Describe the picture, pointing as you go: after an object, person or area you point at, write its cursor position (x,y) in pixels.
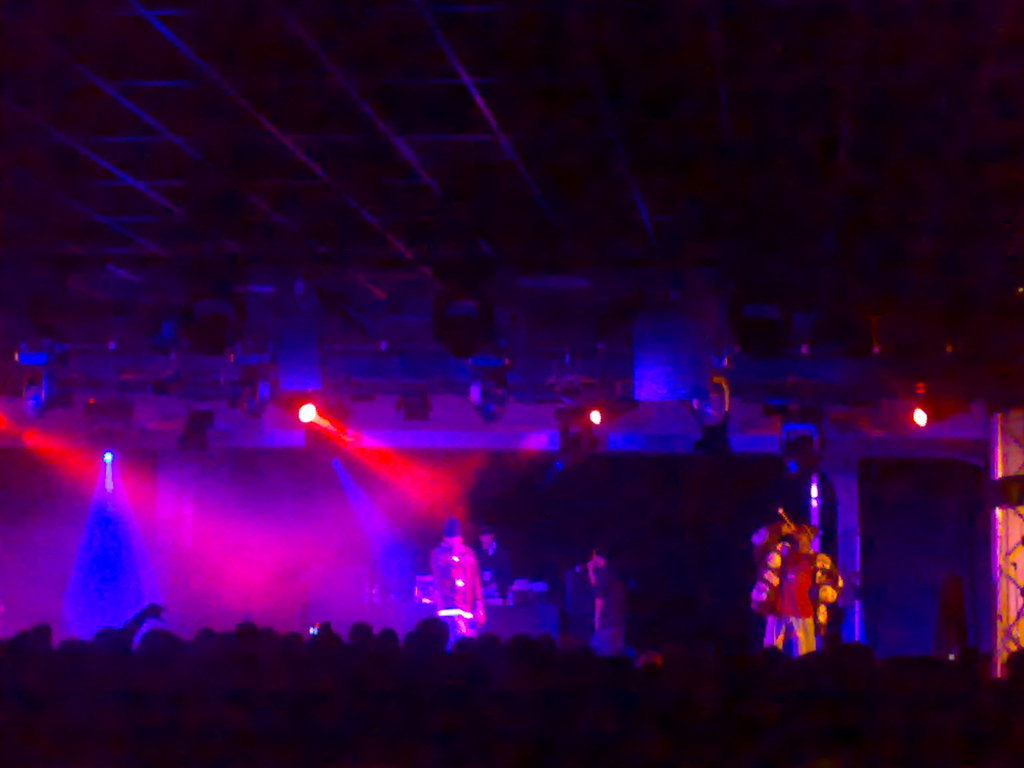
In this image we can see some people (557,667) and there is a stage (280,598) in the background (422,533) and we can see few people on the stage (953,569). We can see the stage lighting (25,357) in the background (922,390).
